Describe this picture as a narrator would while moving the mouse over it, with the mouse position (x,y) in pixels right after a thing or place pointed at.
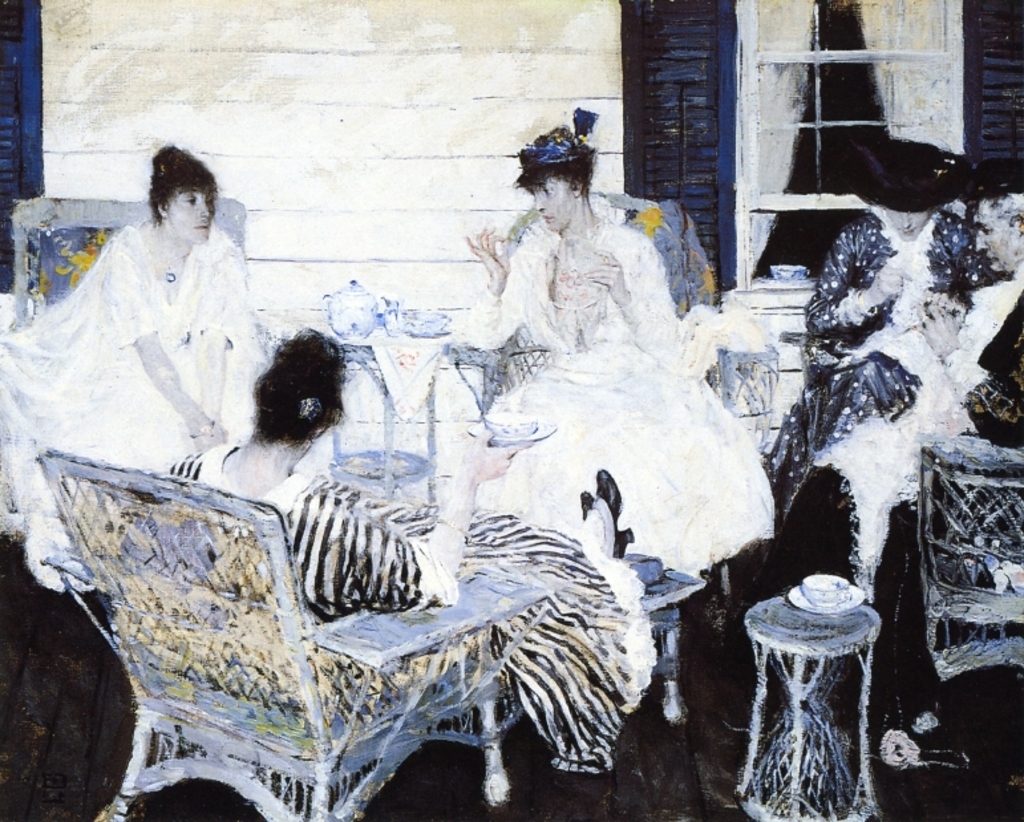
In this image we can see a painting (317,319). There are few people (311,380) sitting on chairs (989,508). Some are wearing caps (874,151). There is a small stool (806,632). On that there is a cup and saucer (817,605). In the back (300,135) there is a wall (605,68) and window (834,163). And there are few other items (438,355).
